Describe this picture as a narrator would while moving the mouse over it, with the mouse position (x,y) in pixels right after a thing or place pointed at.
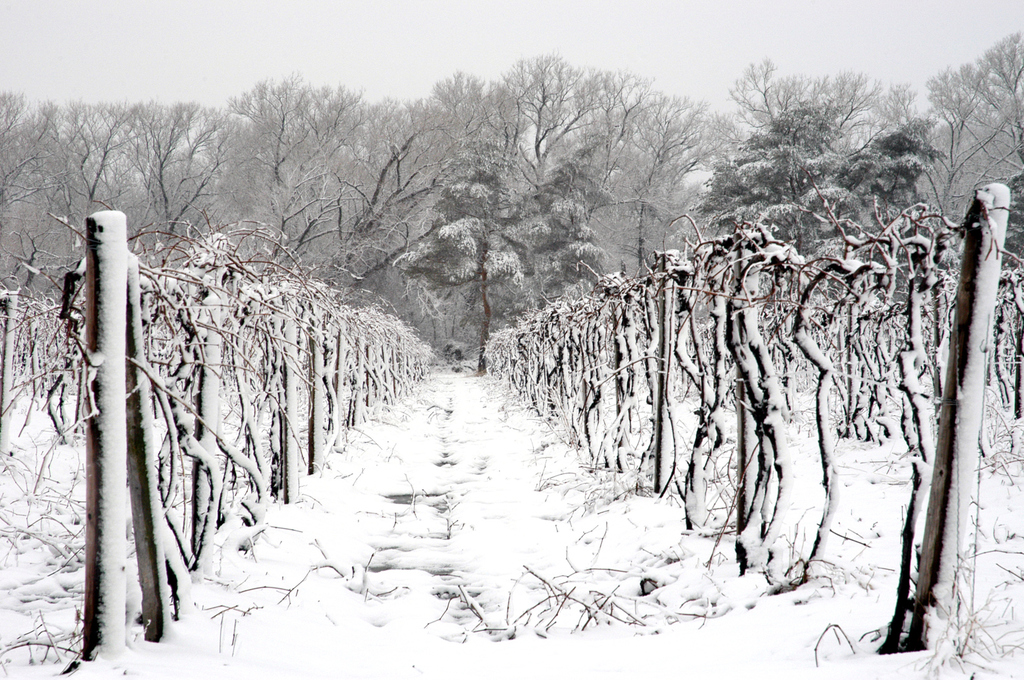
These are trees (499,305).
